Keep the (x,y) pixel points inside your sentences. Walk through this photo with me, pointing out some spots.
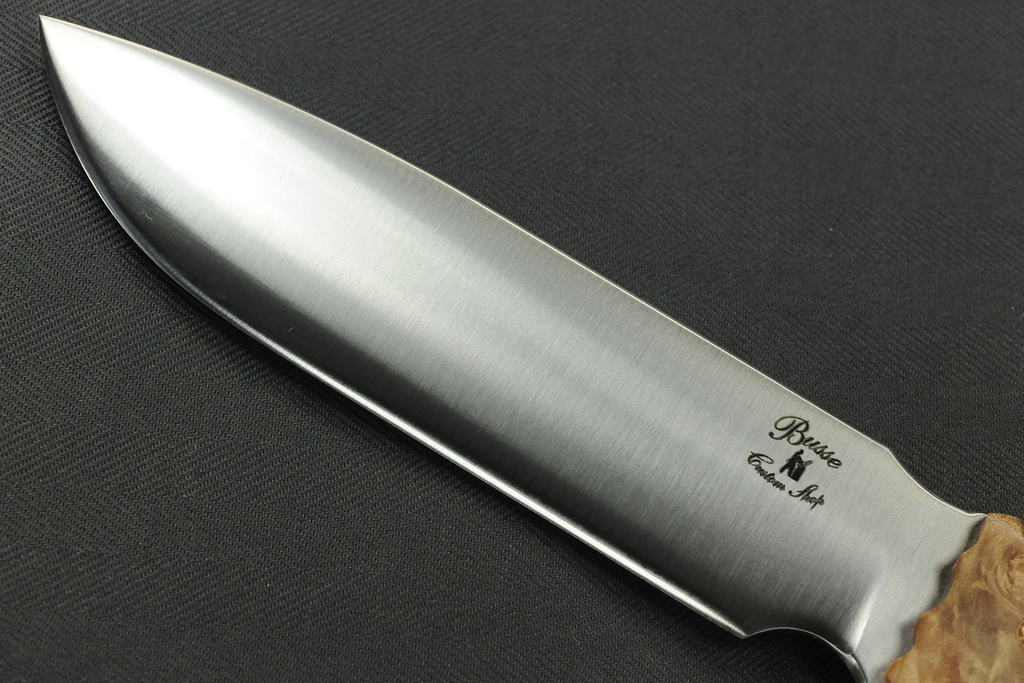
In this image, we can see a steel knife (682,571) on the black surface (272,481).
